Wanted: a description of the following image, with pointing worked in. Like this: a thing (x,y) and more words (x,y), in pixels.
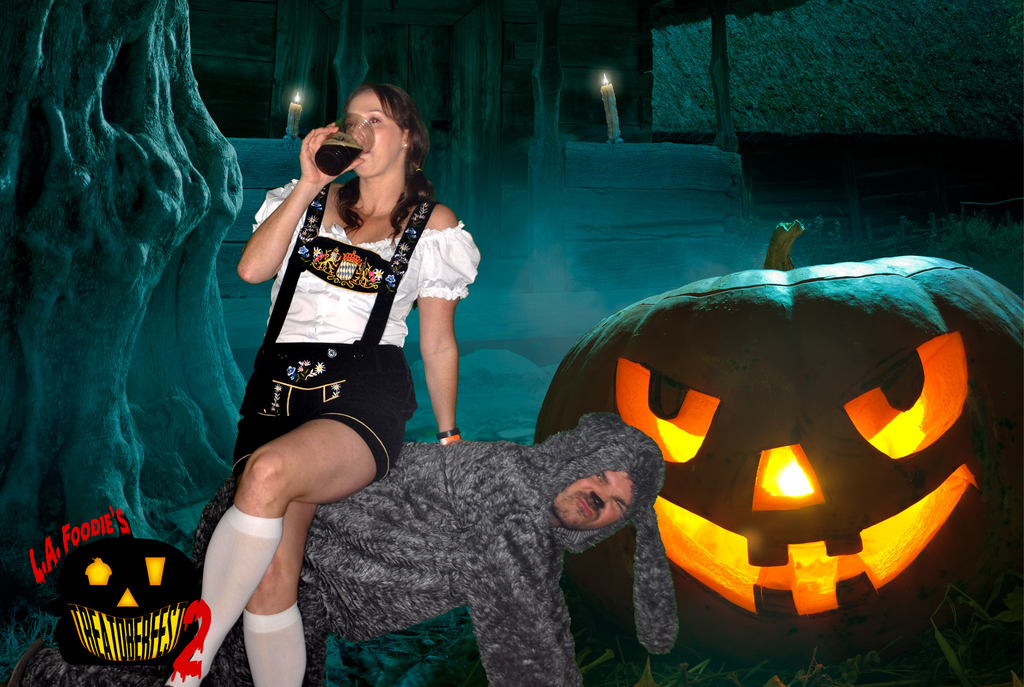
In this picture we can observe a woman (272,469) sitting on a man (417,513) wearing a costume (465,556) which is in grey color. She is drinking, holding a glass (357,124) in her hand (318,137). We can observe large pumpkin (679,486) on the right side (695,416). In the background (433,86) there are two candles (612,102) and a wall (589,111).
